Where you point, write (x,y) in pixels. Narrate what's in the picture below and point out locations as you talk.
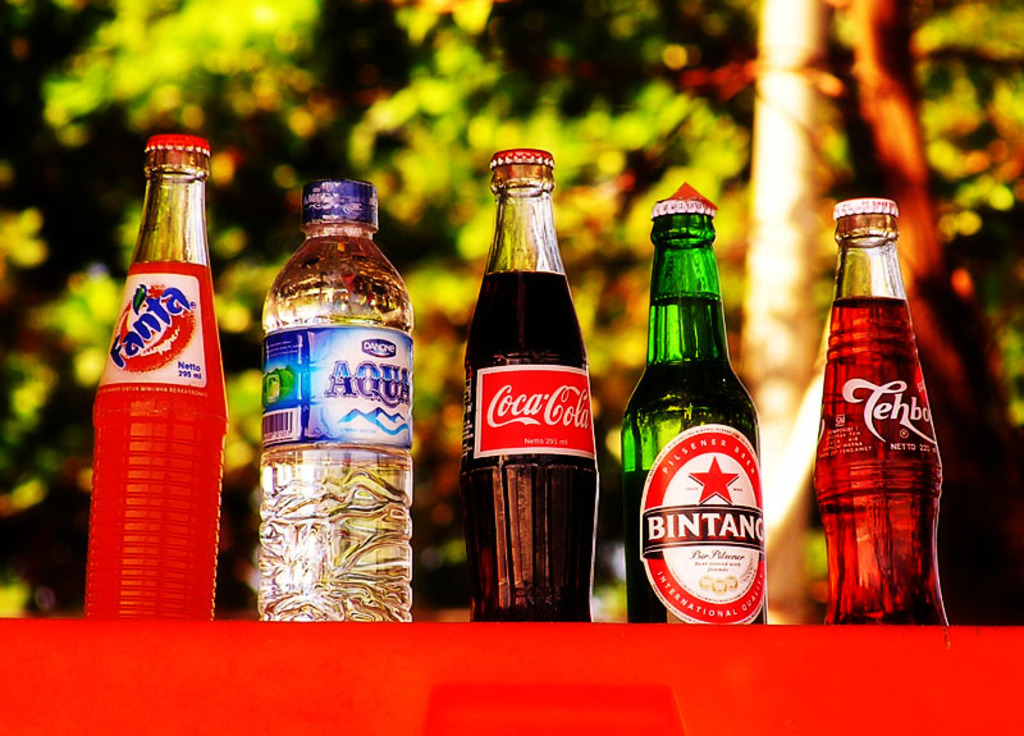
In this picture we can see the five different kind of bottles (468,430). On the bottles (266,425) it is written as fanta, Aqua, Coca Cola and some other names. Behind the bottles (312,342) there are trees (907,185).
